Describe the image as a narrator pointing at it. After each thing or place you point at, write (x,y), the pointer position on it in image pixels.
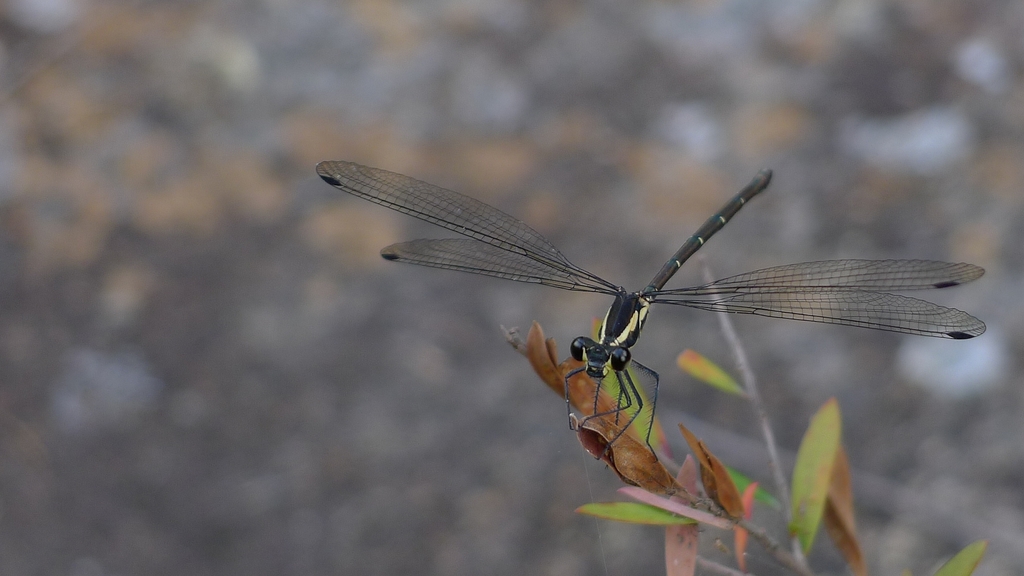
In this image we can see a dragonfly (863,297) on a plant (650,452). The background of the image (976,446) is blurred.
